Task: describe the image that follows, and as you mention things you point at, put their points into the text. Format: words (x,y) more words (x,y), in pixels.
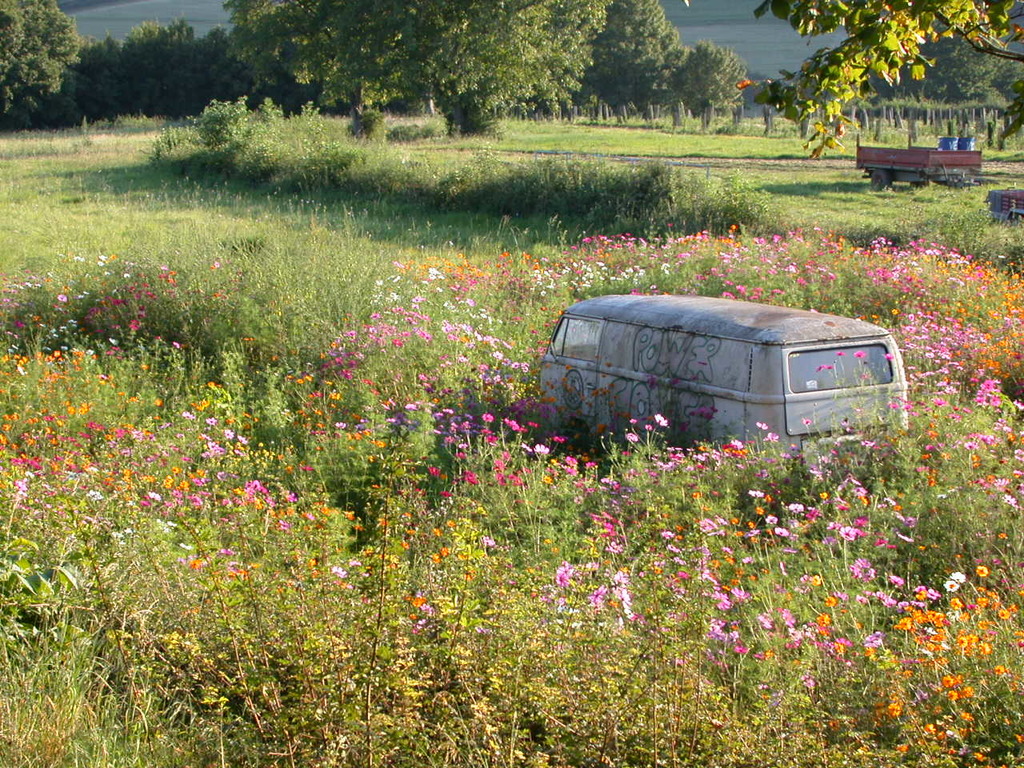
This picture is clicked outside. In the foreground (363,544) we can see the plants (195,364) and flowers (688,483) and a vehicle (782,410). In the background (800,168) we can see the fields (714,21), trees (56,77), plants (965,105) and some vehicles (923,161).
